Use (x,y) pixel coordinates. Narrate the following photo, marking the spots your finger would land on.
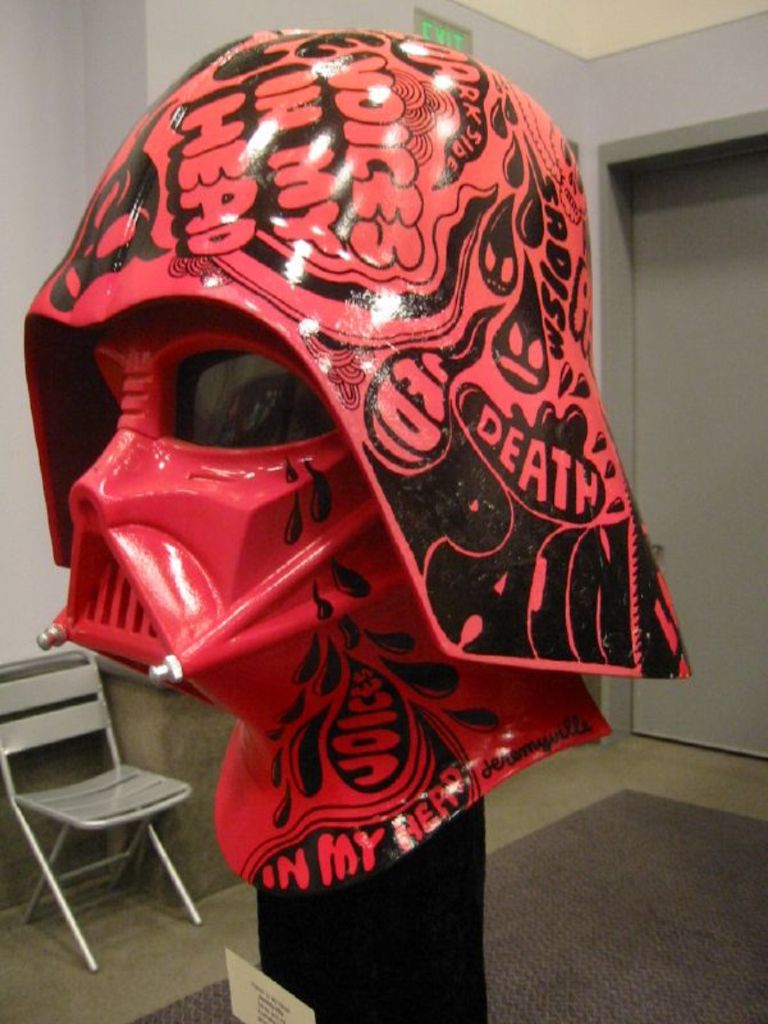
In the picture we can see a mask (144,486) with a cap (376,180) which is pink in color and some designs (418,729) on it and in the background (38,894), we can see a chair (6,754) to the floor (536,812) and we can also see a wall (371,15) with a door (704,194) and an exit board (430,28) to it.
